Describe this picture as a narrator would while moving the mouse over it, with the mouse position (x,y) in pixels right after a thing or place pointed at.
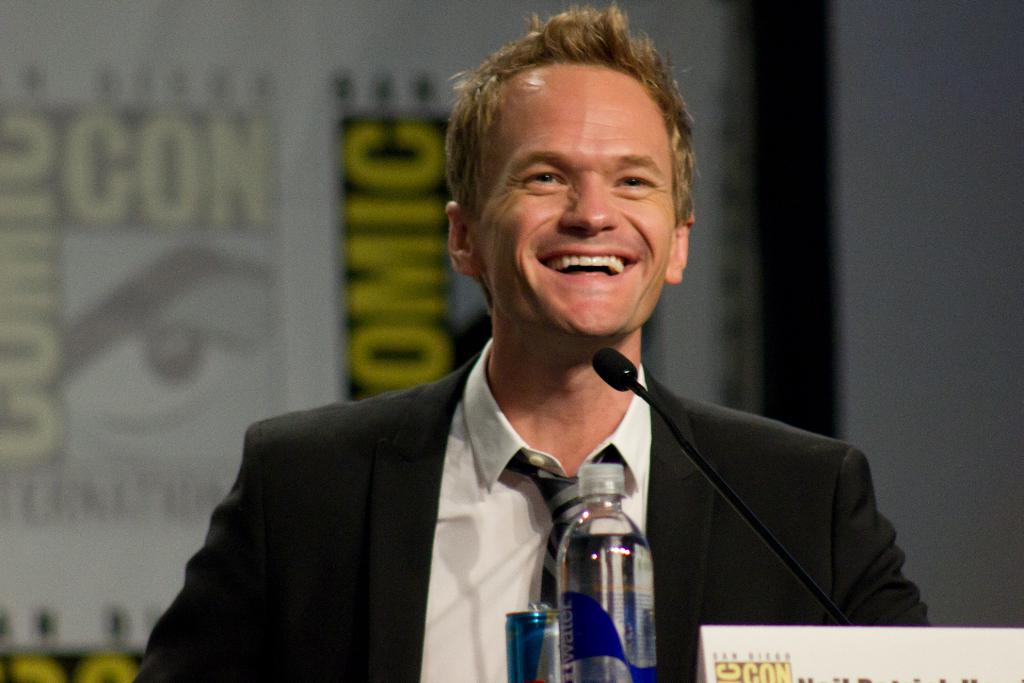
in the picture we can see a person (529,473) sitting near the microphone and laughing, in front of the person (575,374) there was a water bottle (622,580), back of the person (489,464) there was banner (285,224) with some words (389,322) and letters (428,253) on it.
